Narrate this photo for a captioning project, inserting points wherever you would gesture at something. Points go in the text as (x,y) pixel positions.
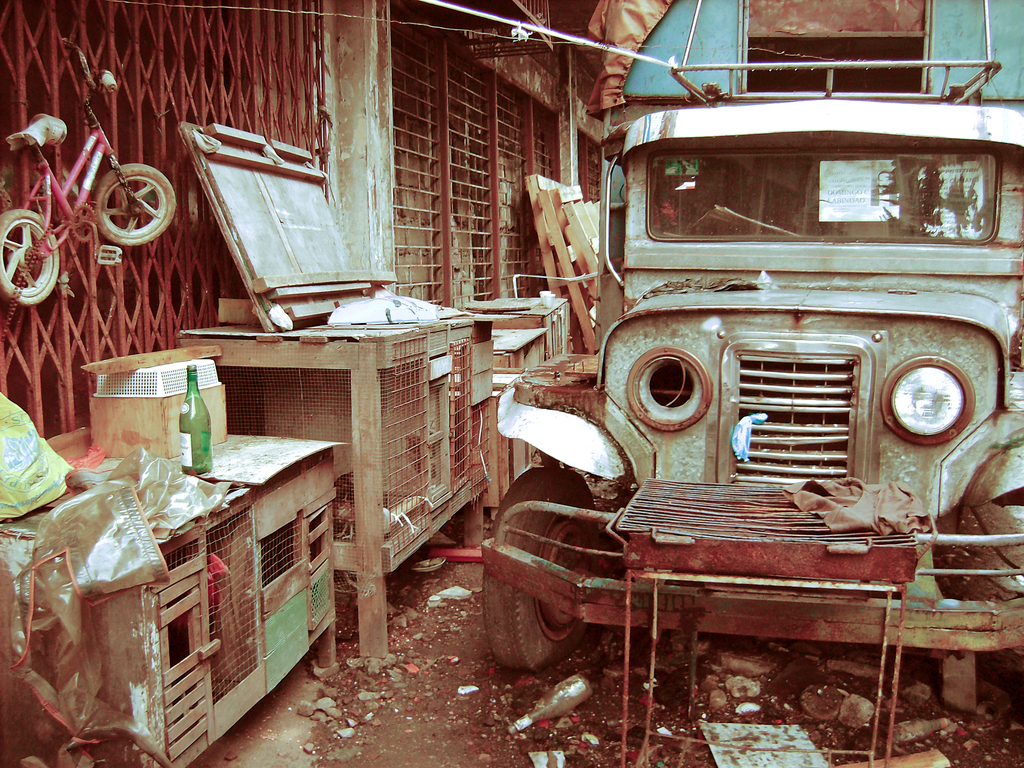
This picture is of outside. On the right (840,294) there is a car (837,403) and a table (822,559). On the left (275,510) we can see the tables (396,387) on the top of which wooden planks (275,236), bottle (193,410), boxes (158,389) are placed and there is a small bicycle (80,196) hanging on the metal gate (146,60). In the background (571,140) we can see a wall (582,184) and some wooden planks (569,229).
